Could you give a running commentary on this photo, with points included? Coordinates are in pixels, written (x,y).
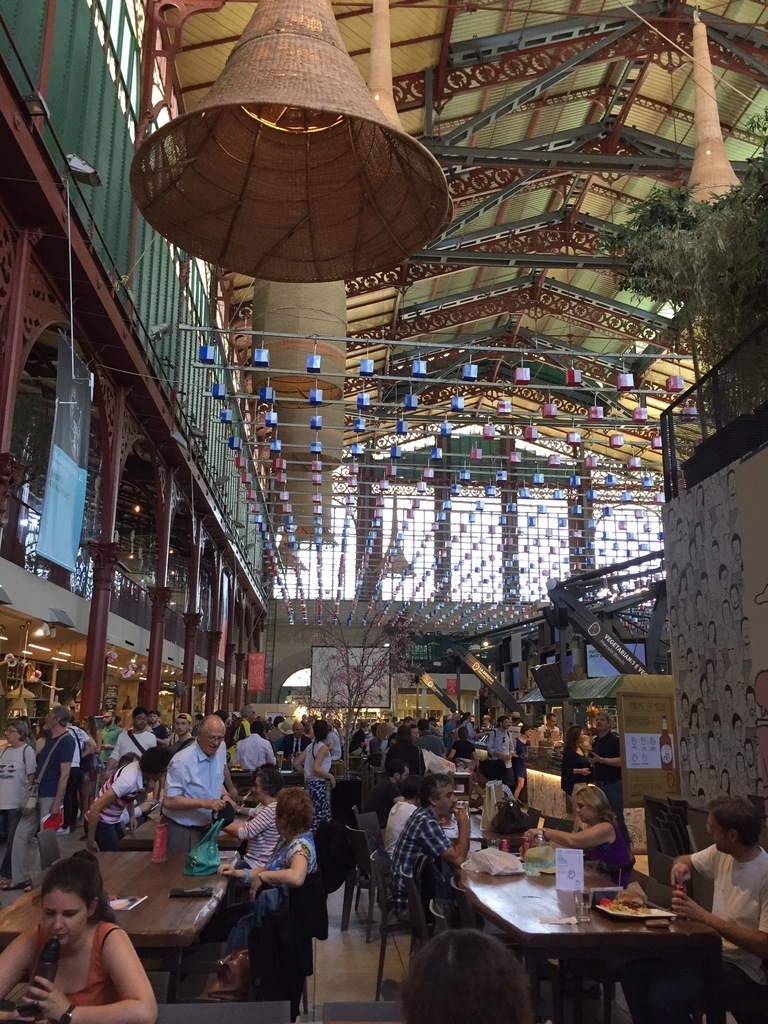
In this image there are group of persons (313,740) standing and sitting. On the top (315,266) there are lights (321,362) hanging. On the left side (214,607) there are pillars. On the right side (527,653) there are objects (588,638) which are grey in colour and there is a wall (732,590) and on the top of the wall (735,605) there are plants (739,260).
